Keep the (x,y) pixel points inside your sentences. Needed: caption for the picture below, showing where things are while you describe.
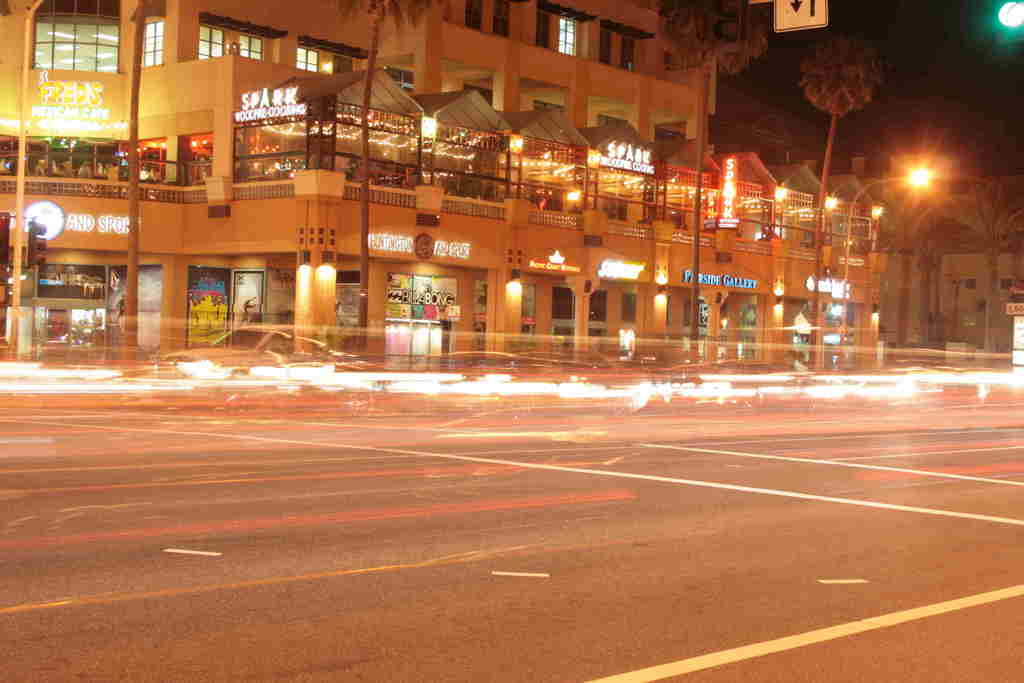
This is an outside view in this image in the center (633,320) there are some buildings (577,165), trees (981,241), poles (17,261), lights (34,253) and some boards (1023,319). At the bottom (745,623) there is a road (877,581), and at the top of the image (904,51) there is sky (894,58).
